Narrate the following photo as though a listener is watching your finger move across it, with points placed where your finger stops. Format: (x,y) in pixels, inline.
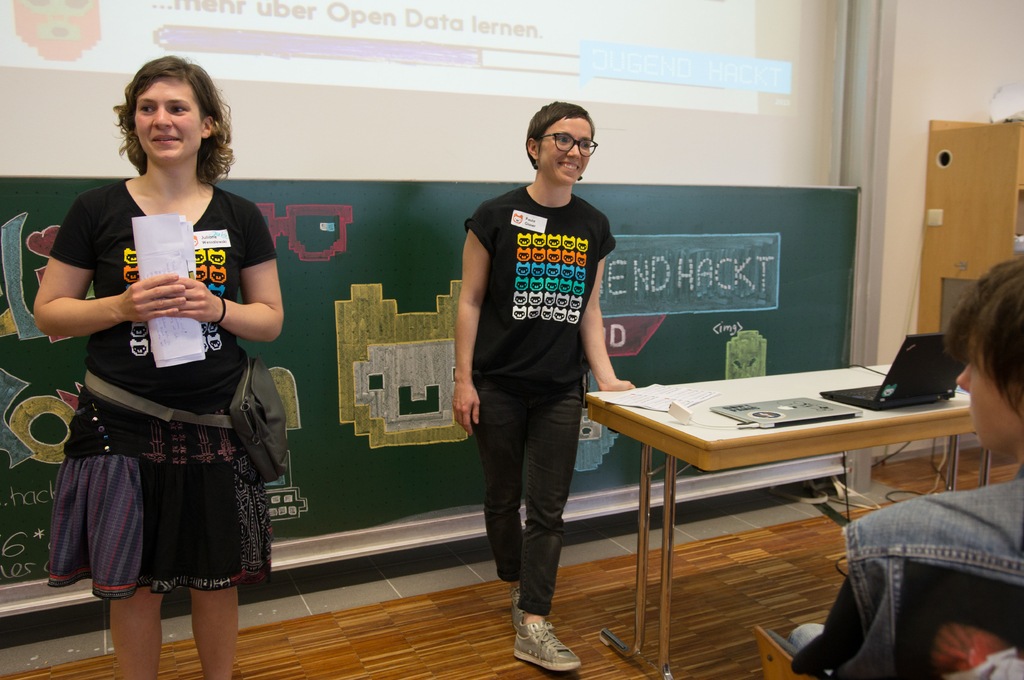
In this image I can see two women (70,288) are standing and also I can see one is holding a paper (156,222) and another one is wearing a specs (577,138). I can see smile on their faces (172,146). Here I can see a table (958,412) and a laptop (816,418) on it. I can also see one more person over here.
